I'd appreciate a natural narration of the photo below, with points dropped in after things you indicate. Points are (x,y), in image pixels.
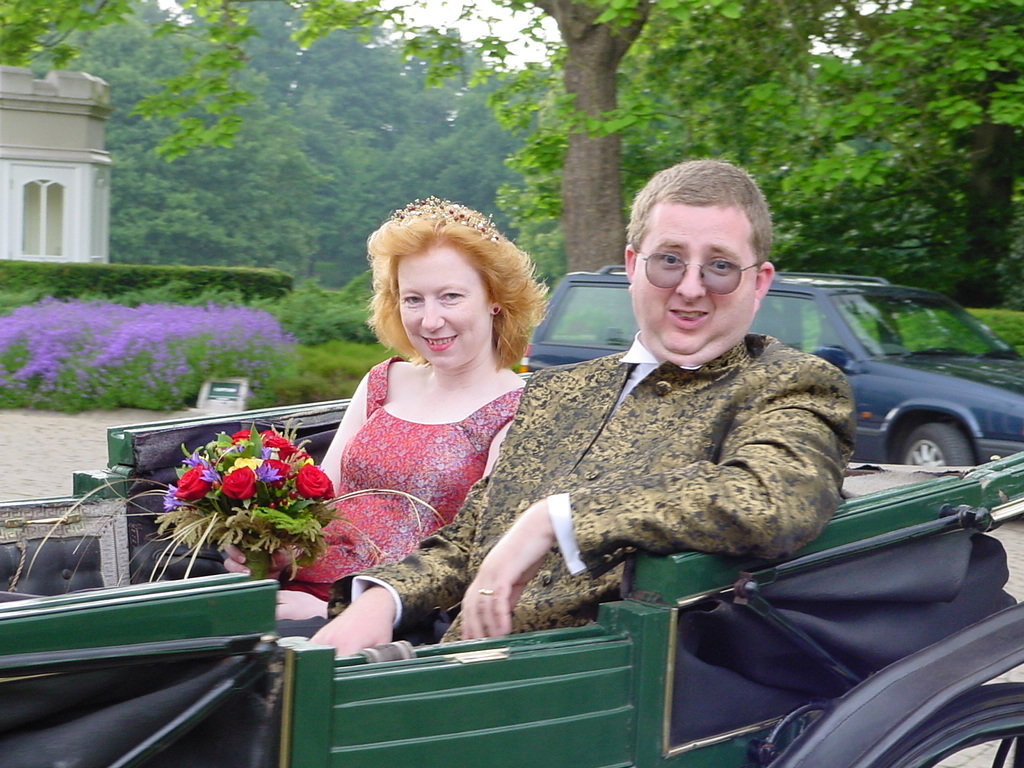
In this image we have a man (647,448) and a woman (439,324) sitting in the carriage (215,765) and a woman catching a flower bouquet (218,435) and at the back ground (1004,394) we have a car (892,410), tree (615,231), a building (11,98) and plants (168,389).
